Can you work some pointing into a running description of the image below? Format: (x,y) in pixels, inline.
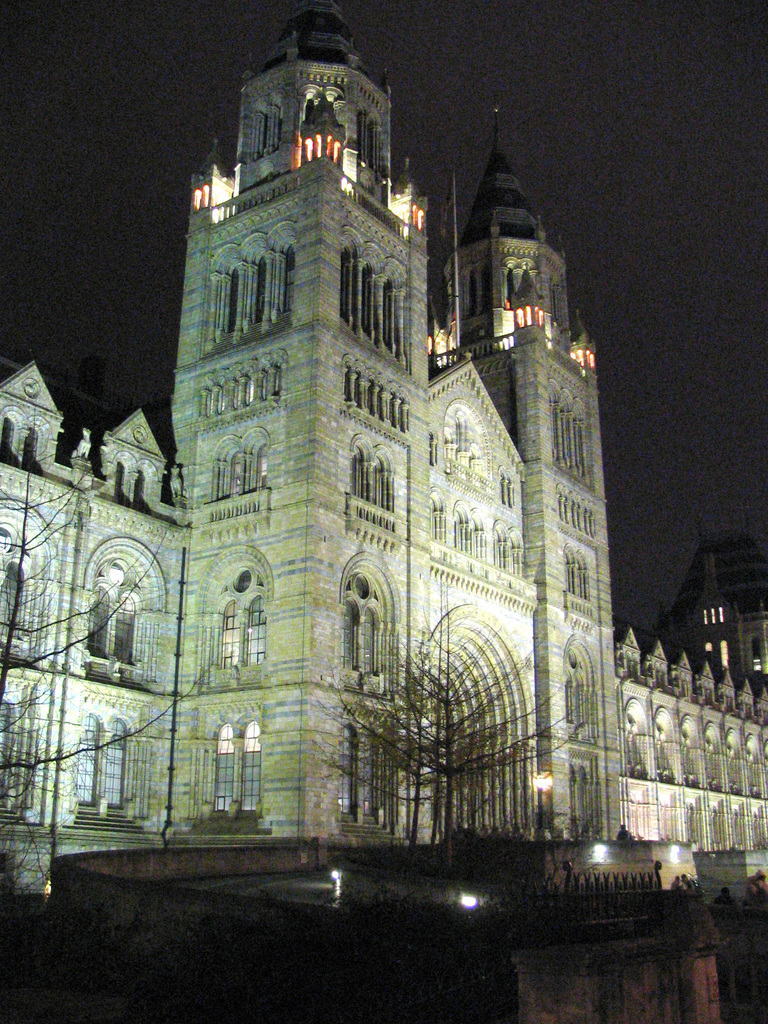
This image is taken during night time. In this image we can see a building (266,518) and also the trees (460,702) and lights (338,882). Few people (679,877) are also visible. Sky (133,91) is also present in this image.
